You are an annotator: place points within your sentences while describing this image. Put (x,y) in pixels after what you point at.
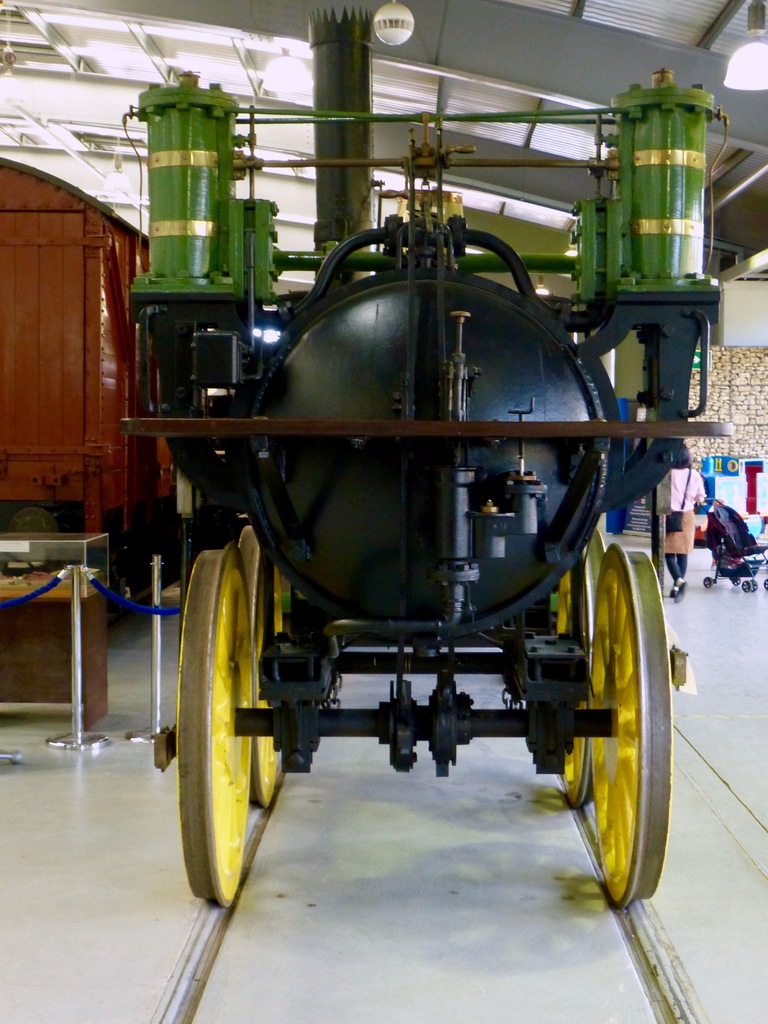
We can see machine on the surface (255,855), beside this machine (715,430) we can see stands (79,631) and ropes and we can see pole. In the background (680,534) there is a woman (682,524) walking and wore bag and we can see stroller (729,514) and wall (715,377).
